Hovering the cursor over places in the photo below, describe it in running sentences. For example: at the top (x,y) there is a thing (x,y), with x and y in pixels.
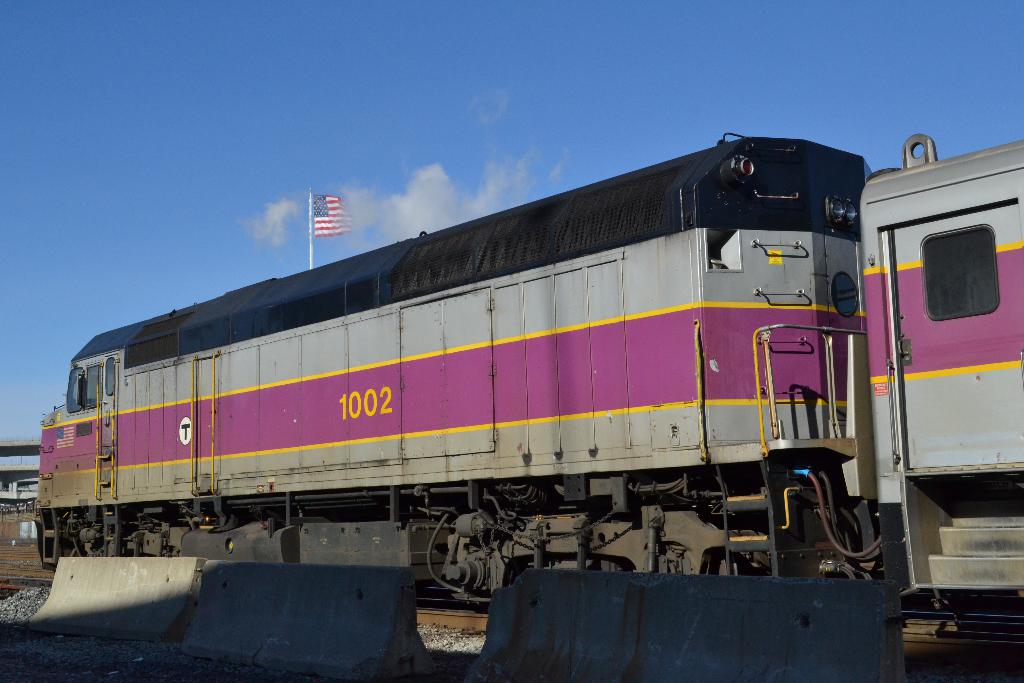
In this image I can see the train (343,404) on the track (457,611). To the side of the train (318,544) I can see the dividers (217,627). In the background (33,411) I can see the flag (323,224), clouds (382,222) and the sky (289,110).
